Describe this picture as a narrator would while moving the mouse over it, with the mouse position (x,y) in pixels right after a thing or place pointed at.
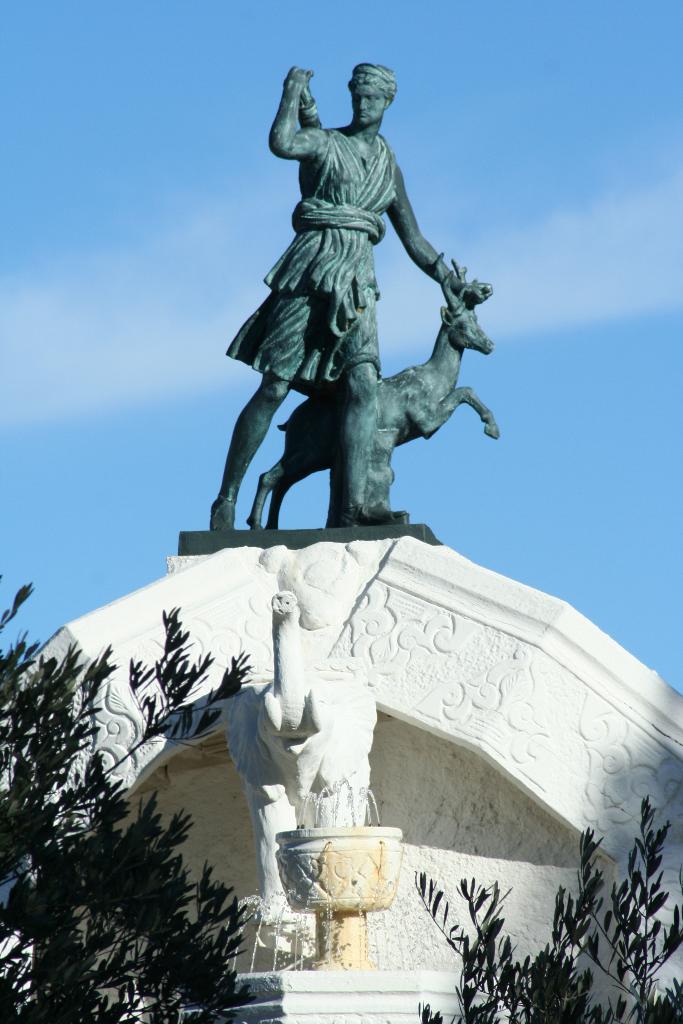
In the background (569,143) we can see the sky (281,29). In this picture we can see the statue (353,104) of a person (377,159) holding an animal (486,336). We can see the plants (15,767), water fountain (363,881), elephant statue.
